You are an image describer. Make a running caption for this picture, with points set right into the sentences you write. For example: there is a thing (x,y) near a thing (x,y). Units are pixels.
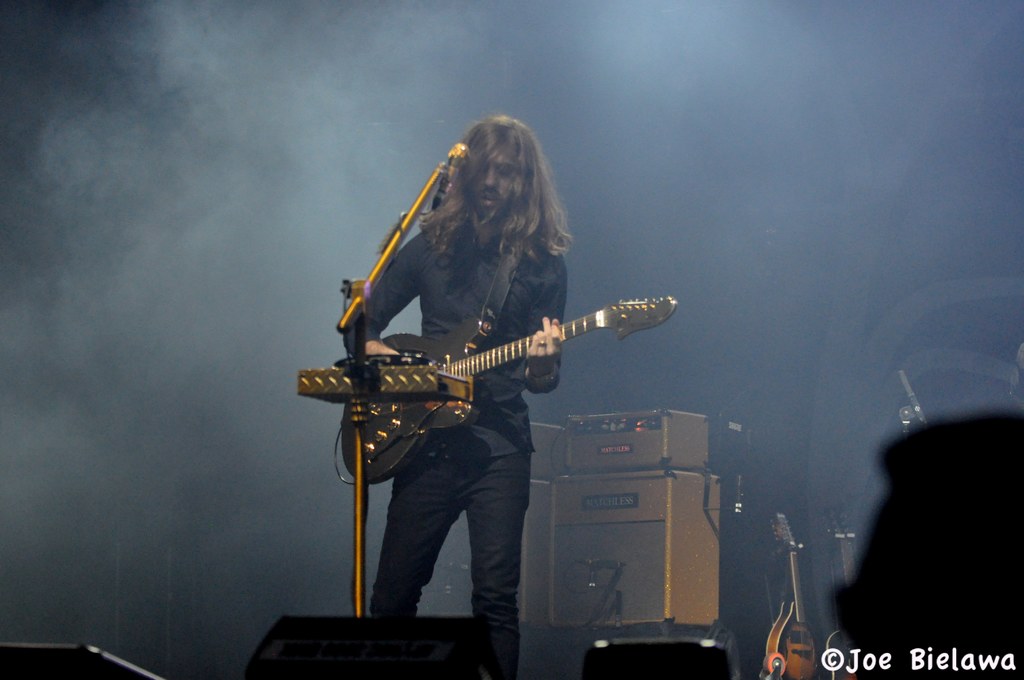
In this picture we can see a man (475,404) is holding a guitar (474,363), In front of the man (459,229) there is a microphone (440,188) with the stands (438,170). Behind the man (431,296) there are some music systems (565,475), musical instruments (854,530), smoke (657,24) and dark background (513,68). On the image there is a watermark (919,660).
